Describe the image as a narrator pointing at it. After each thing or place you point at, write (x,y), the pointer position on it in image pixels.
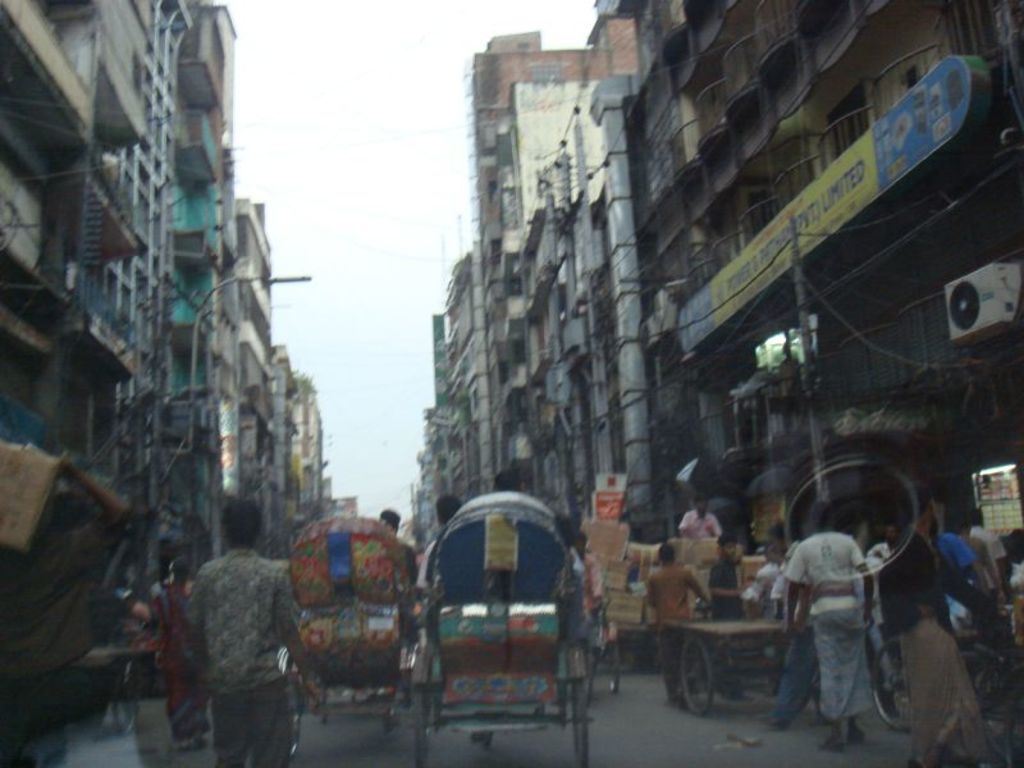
In this image, we can see so many buildings (311,436), banners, railings (123,338) walls (553,460), poles (481,475). At the bottom (815,701), we can see few people (668,648) on the road (518,766). Few are standing and riding vehicles (550,640). Background (358,130) there is a sky (356,219).
